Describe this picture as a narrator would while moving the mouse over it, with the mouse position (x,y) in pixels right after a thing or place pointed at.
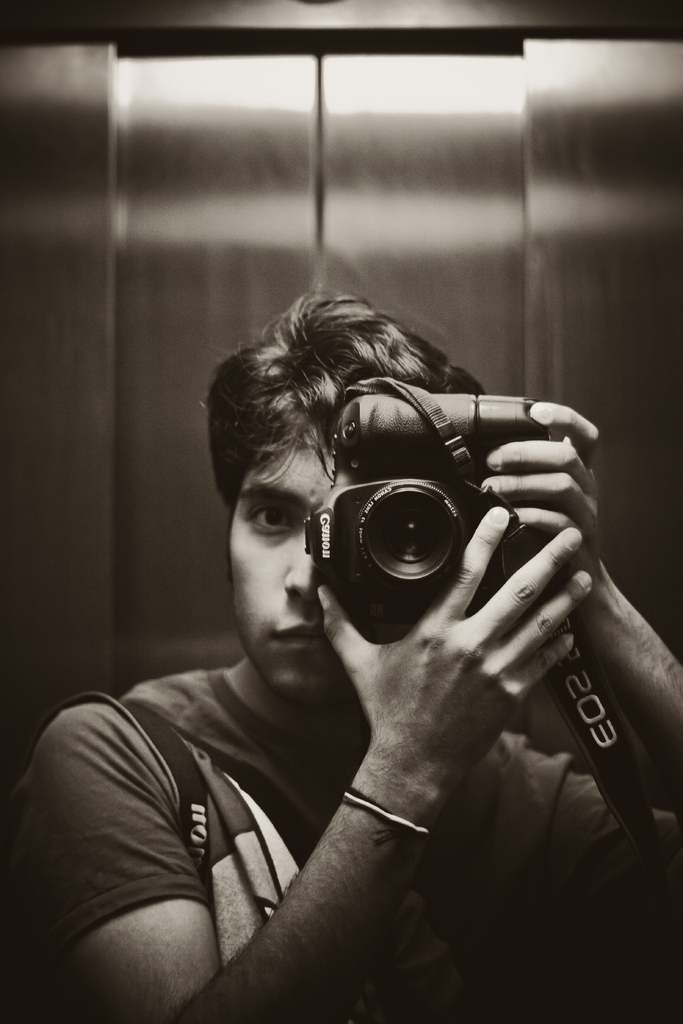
In this image i can see a man (469,632) is holding a camera (381,604) in his hands (477,547).
